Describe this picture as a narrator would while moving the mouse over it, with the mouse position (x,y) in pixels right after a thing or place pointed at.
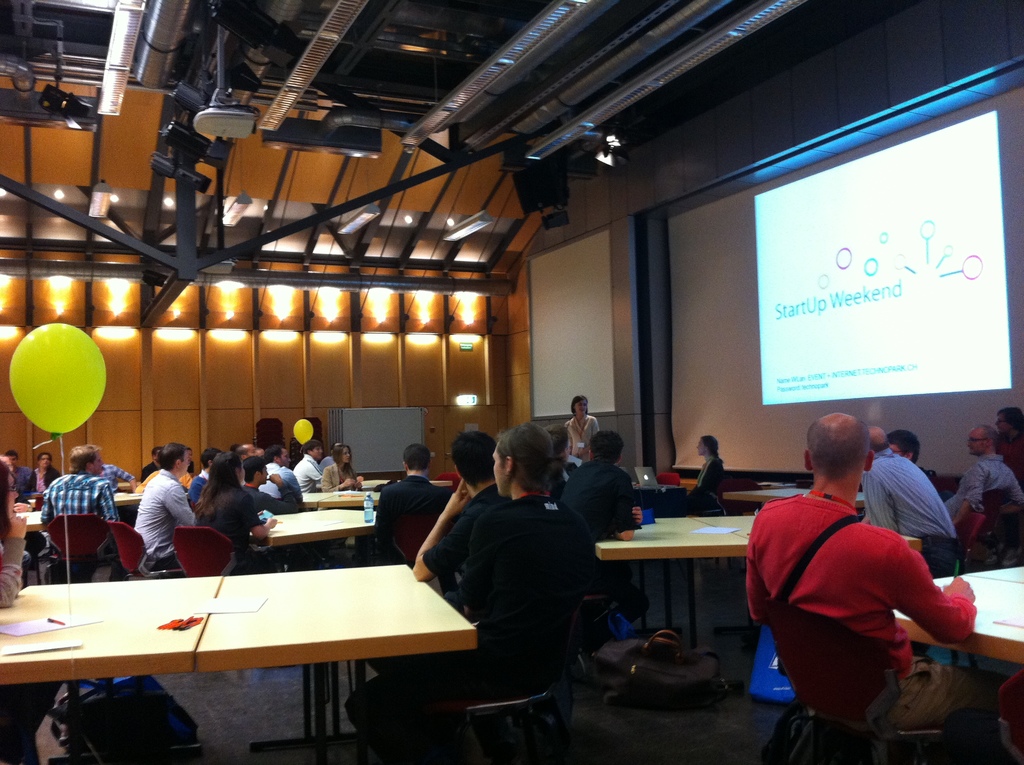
In this picture we can see a group of people (530,439) some are sitting on chair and one is standing and in front of them there is table (183,602) and on table (55,637) we can see paper (50,624), pen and in background (229,367) we can see wall (214,299), screen (792,237), balloon (94,344).
